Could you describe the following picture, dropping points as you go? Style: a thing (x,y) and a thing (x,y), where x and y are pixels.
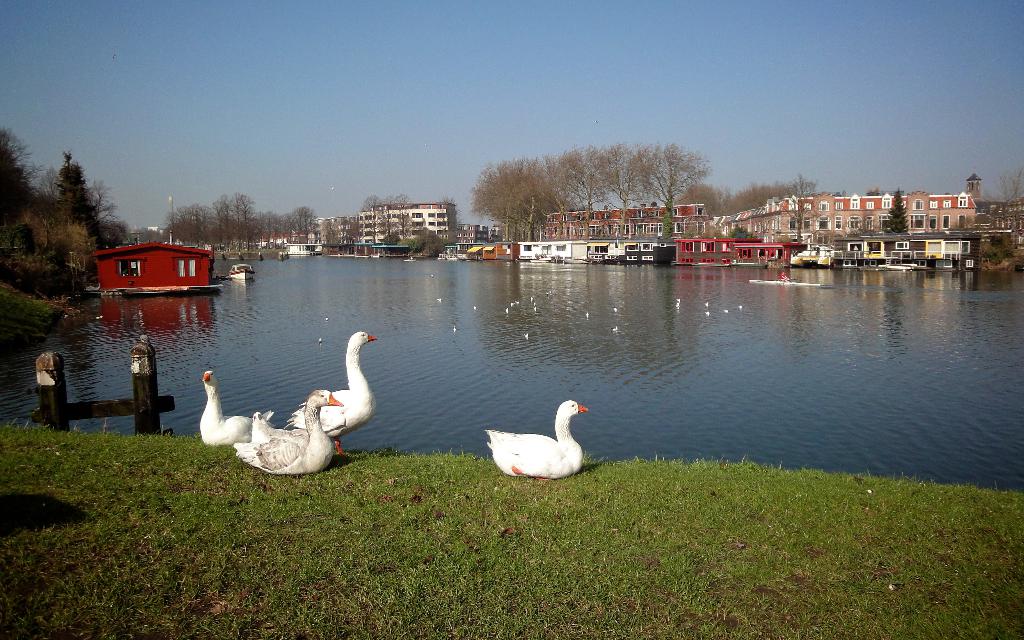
In this image I can see few geese (316,419). They are in white and orange color. Back I can see buildings (702,231) and trees (622,195). We can see water (591,377). The sky (507,122) is in blue color.
